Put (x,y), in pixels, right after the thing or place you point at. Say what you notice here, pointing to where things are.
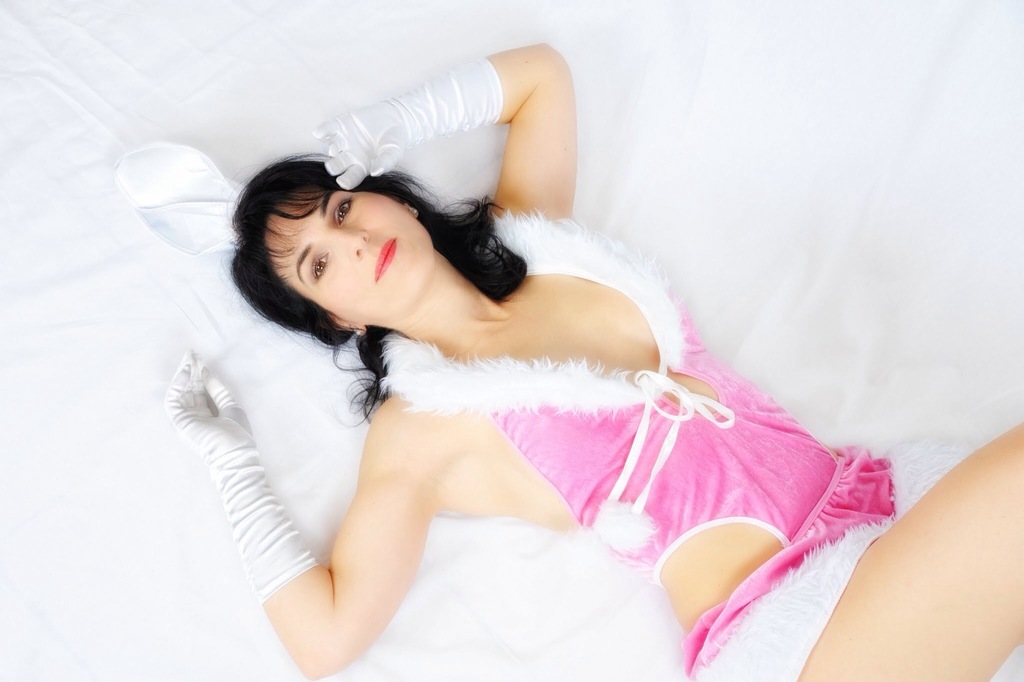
In the image there is a woman (764,519) lying on a white cloth (275,151).
